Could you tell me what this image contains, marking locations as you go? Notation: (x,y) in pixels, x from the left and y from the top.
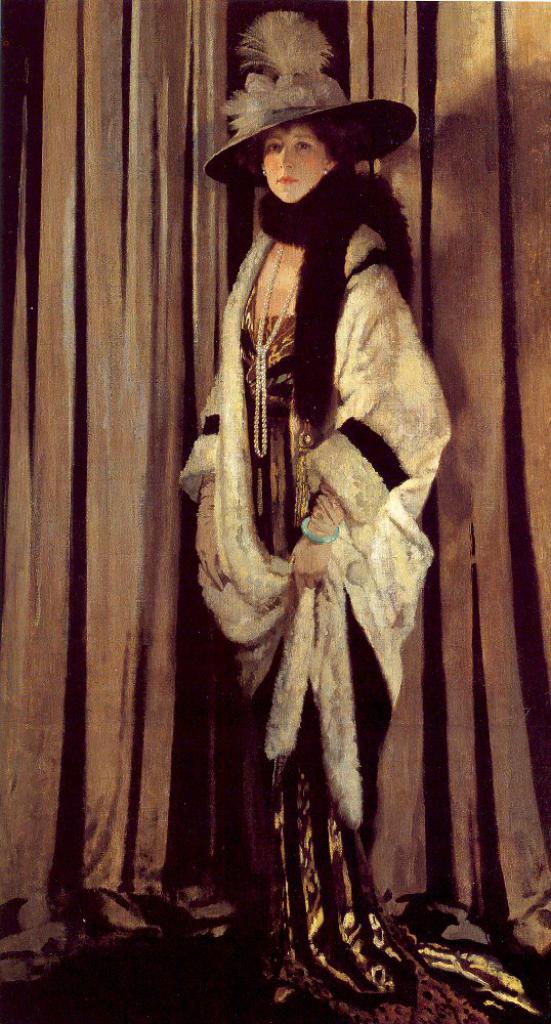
In the center of the image (239,620), we can see a lady (296,183) wearing costume (383,390) and in the background (34,554), there is a curtain (24,528).
